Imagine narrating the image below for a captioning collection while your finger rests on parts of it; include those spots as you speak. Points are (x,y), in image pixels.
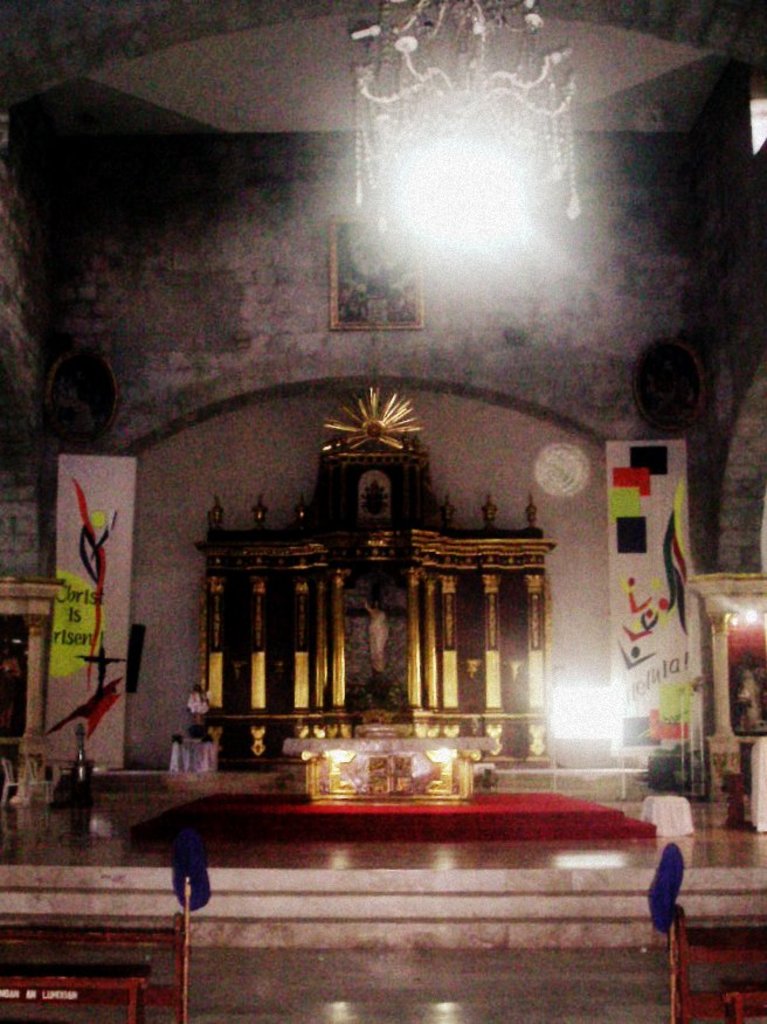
In this image I can see a stage (320,834), on the stage (406,834) I can see a idol (379,660) attached to the wall (187,633) and there is a photo frame (357,259) attached to the wall (182,289), at the top (514,151) there is a chandelier (523,159) and there are two hoarding boards (76,523) and there are symbols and text (66,610) on boards (59,721), there are some benches (702,949) visible at the bottom (711,953).
